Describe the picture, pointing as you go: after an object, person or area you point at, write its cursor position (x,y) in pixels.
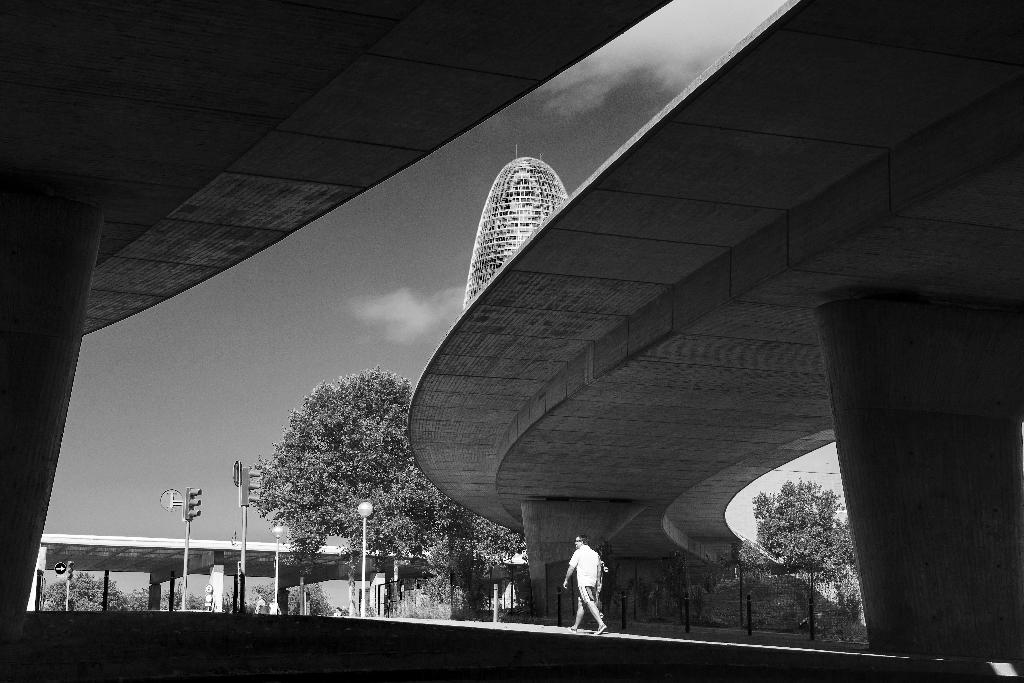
In this picture we can see a man (592,591), beside to him we can find few bridges (173,545), poles (245,568), traffic lights (259,502), trees (315,526) and a tower (523,222).
